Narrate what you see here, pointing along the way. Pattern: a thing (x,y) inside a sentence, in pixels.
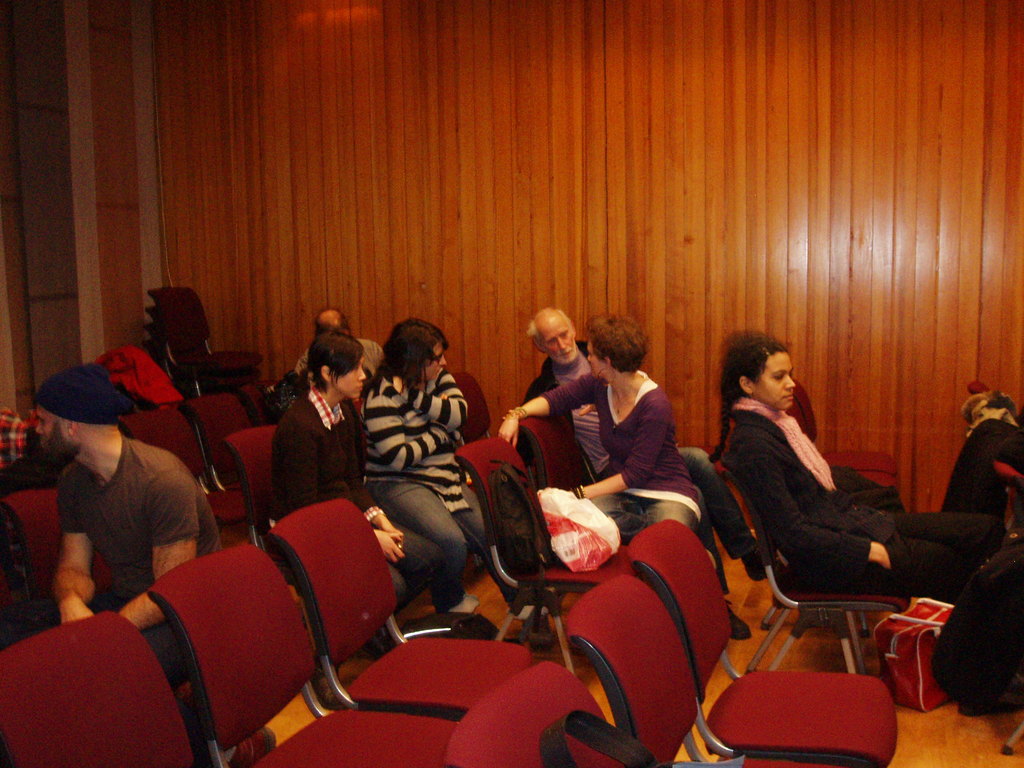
In this picture I can see few people (920,538) sitting on the chairs (677,530) and I can see a bag (925,667) on the floor (484,571) and another bag (562,555) on the chair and a wooden wall (442,189) in the background (514,74).
